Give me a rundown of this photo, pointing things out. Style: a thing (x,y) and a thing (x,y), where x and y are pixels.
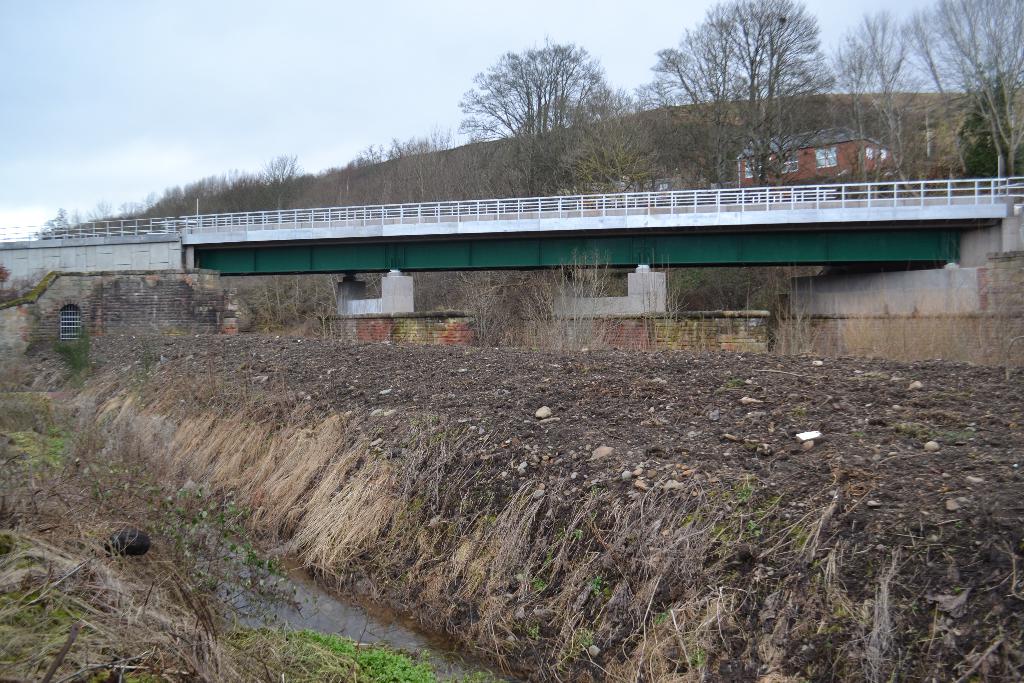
In this image there is land (452,465), in the background (31,319) there is a bridge (784,254), trees (658,123), a house (838,146), mountain (704,122) and there is a cloudy sky (318,86).
